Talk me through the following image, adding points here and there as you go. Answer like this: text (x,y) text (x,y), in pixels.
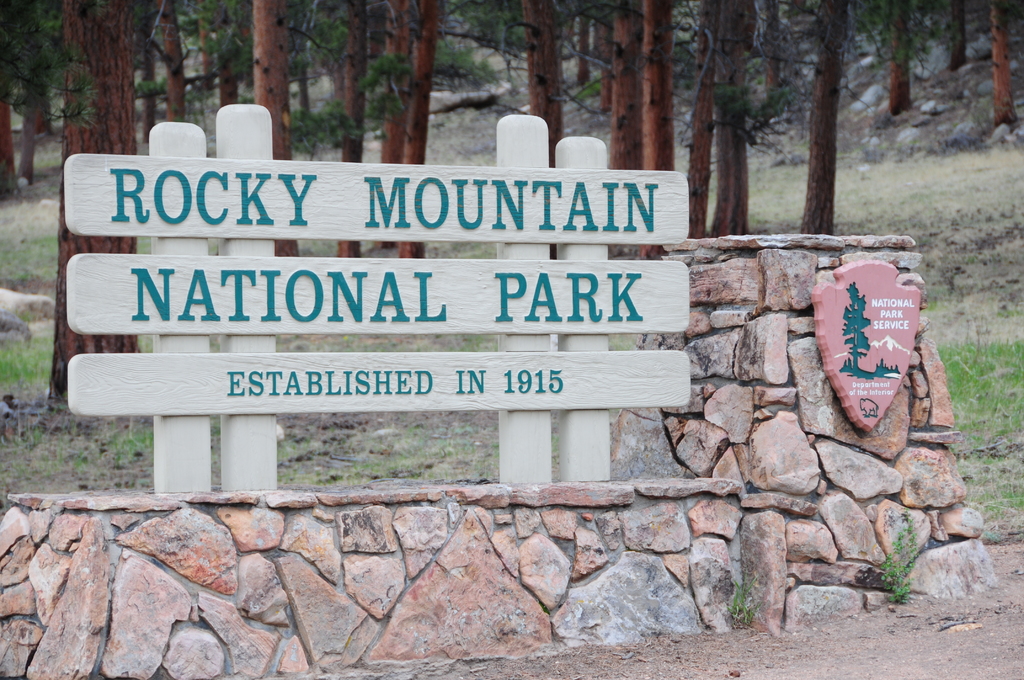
In this image we can see a group of boards (474,180) with text (360,283) placed on the poles (208,424). On the right side of the image (876,338) we can see a logo (903,321) with some text (878,326) and pictures (894,342) placed on the stone wall (836,481). In the background (912,141), we can see grass (21,355), stones (910,131) and group of trees (994,71).
